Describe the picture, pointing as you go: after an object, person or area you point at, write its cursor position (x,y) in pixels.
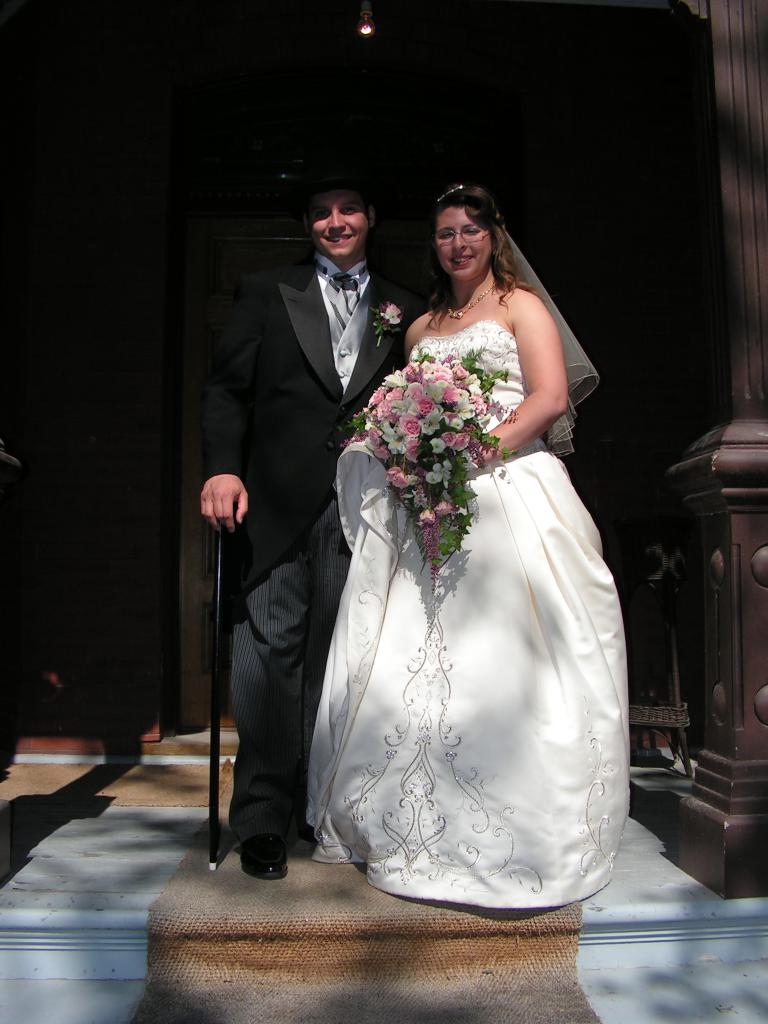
This picture shows a man (385,348) and woman (430,257) standing and we see a man (315,206) he wore a hat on his head (374,209) and he is holding a stick (212,739) in his hand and we see woman (491,348) holding flowers (487,382) in her hand (502,441) and she wore spectacles (450,242) on her face (452,266) and we see a building (667,359) and a carpet (322,909) on the stairs (590,952).
